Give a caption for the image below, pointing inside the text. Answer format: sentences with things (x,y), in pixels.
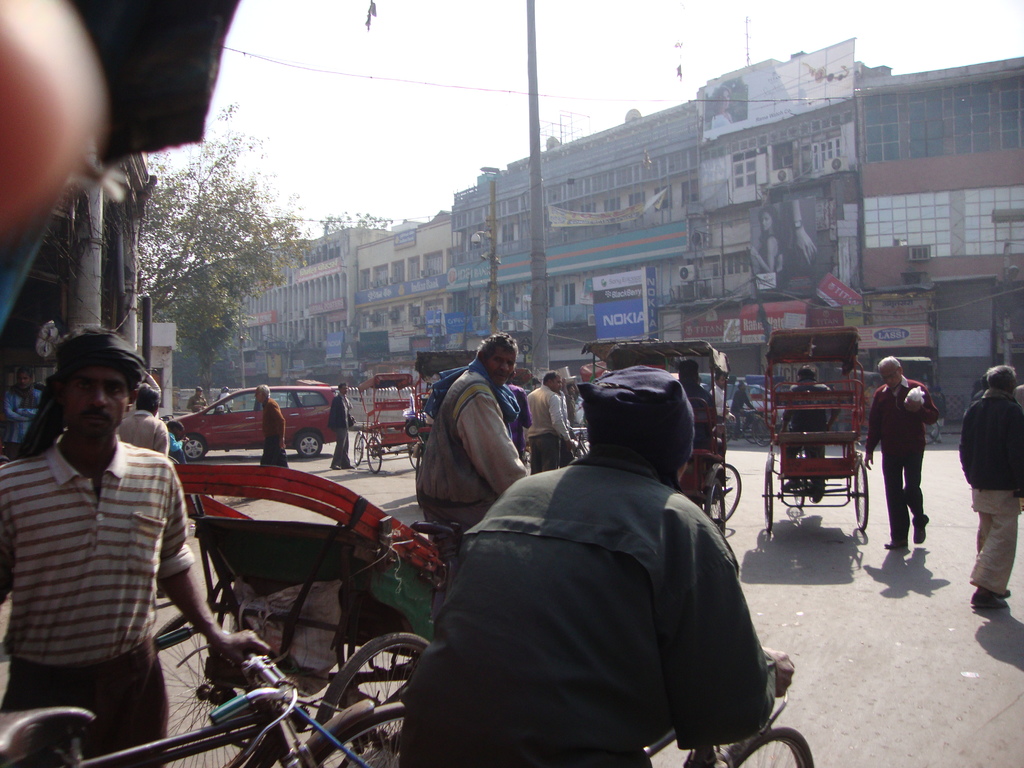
It is a outside view. There are few peoples (94,541) are riding a vehicle (700,452). The background (896,268), we can see buildings (623,243). Left side (207,270), we can see tree (194,271), sky (391,132). There is a pole (531,193) in the center (540,328).
